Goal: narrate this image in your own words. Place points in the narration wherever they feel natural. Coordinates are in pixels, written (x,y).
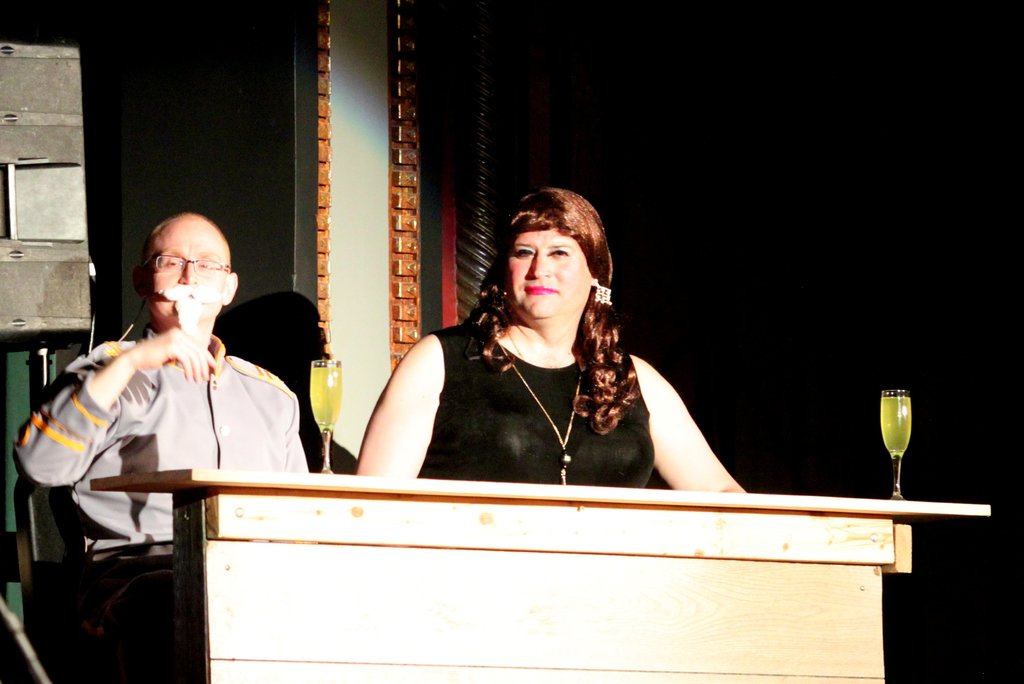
In this image we can see two people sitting and in front of them there is a table (886,558) and on the table (257,670), we can see two glasses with drink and on the left side of the image (61,300) we can see an object (59,292).
